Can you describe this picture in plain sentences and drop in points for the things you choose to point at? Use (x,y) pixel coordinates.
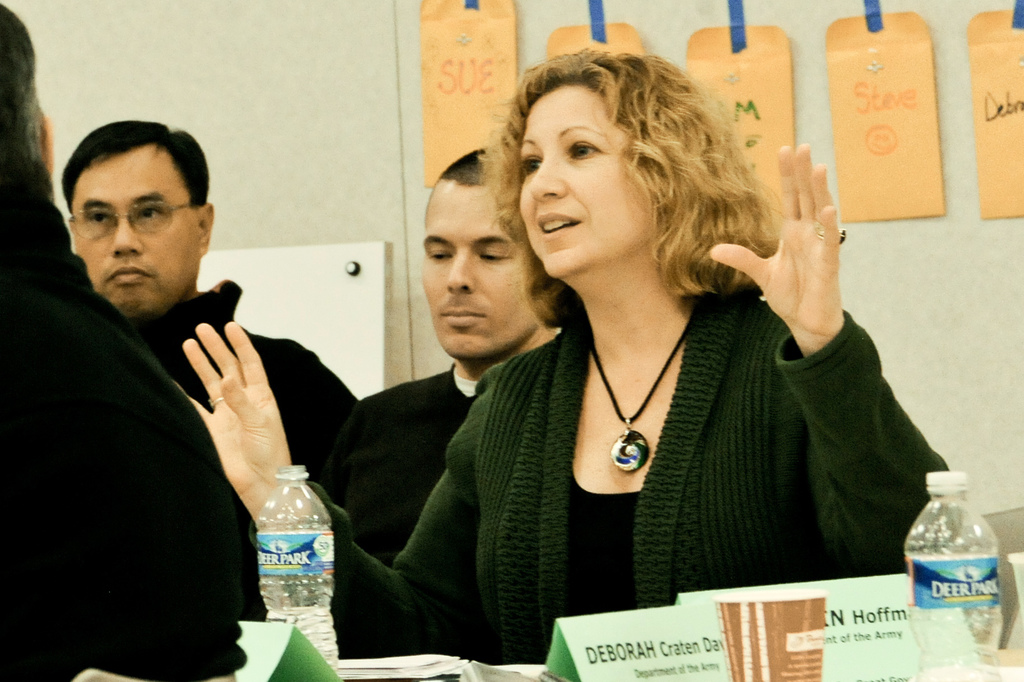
This picture describes about four people (334,407), in front of them we can see bottles (328,554), cup (793,625) and some papers (401,675).
